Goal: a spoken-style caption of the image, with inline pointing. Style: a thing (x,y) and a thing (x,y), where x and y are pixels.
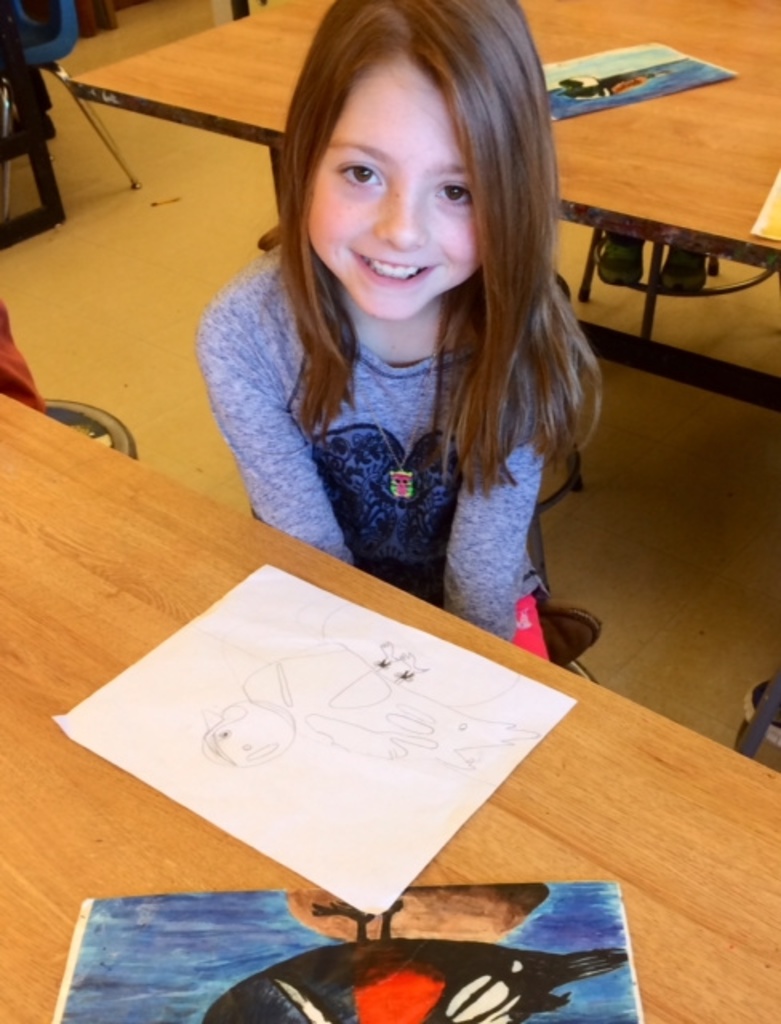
In this image the girl (395,448) is sitting on the chair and the room (116,386) has table (459,639) and chair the table (435,624) has papers (390,735) and the girl (478,448) is wearing blue t-shirt (433,507) and pink pant (521,608).
